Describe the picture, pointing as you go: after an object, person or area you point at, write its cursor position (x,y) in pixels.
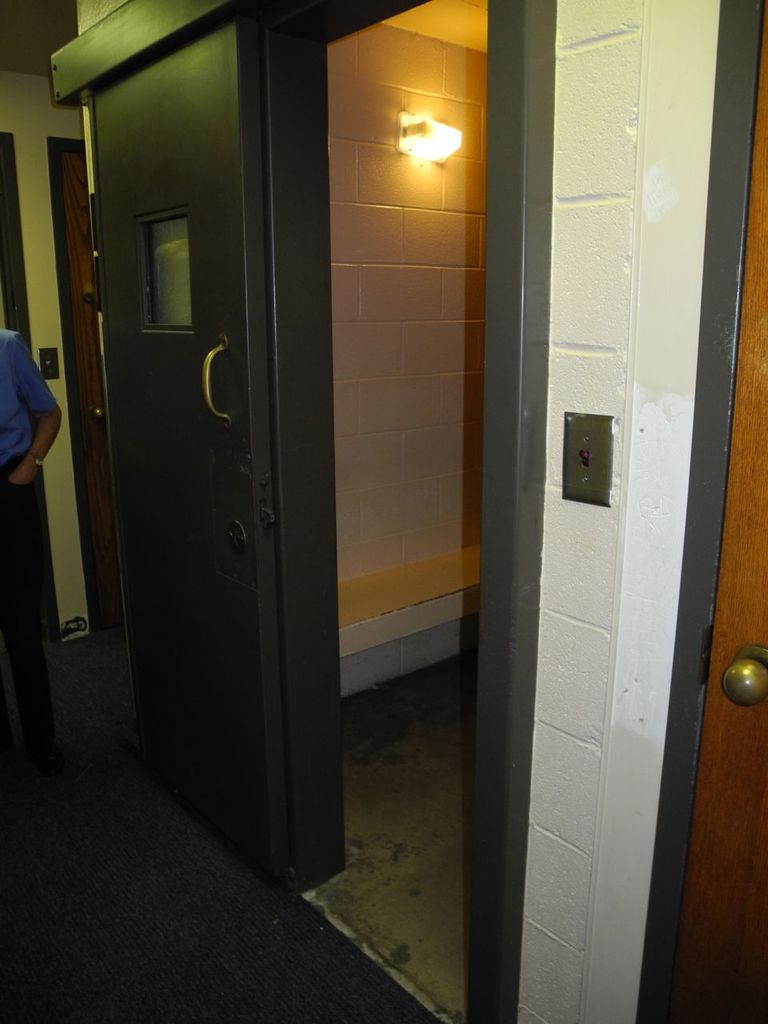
In this picture we can see a room (349,468), on the left side (27,496) we can see a door (217,371) and a person (9,433), in the background (353,296) there are tiles (406,288) and a light (438,143).
